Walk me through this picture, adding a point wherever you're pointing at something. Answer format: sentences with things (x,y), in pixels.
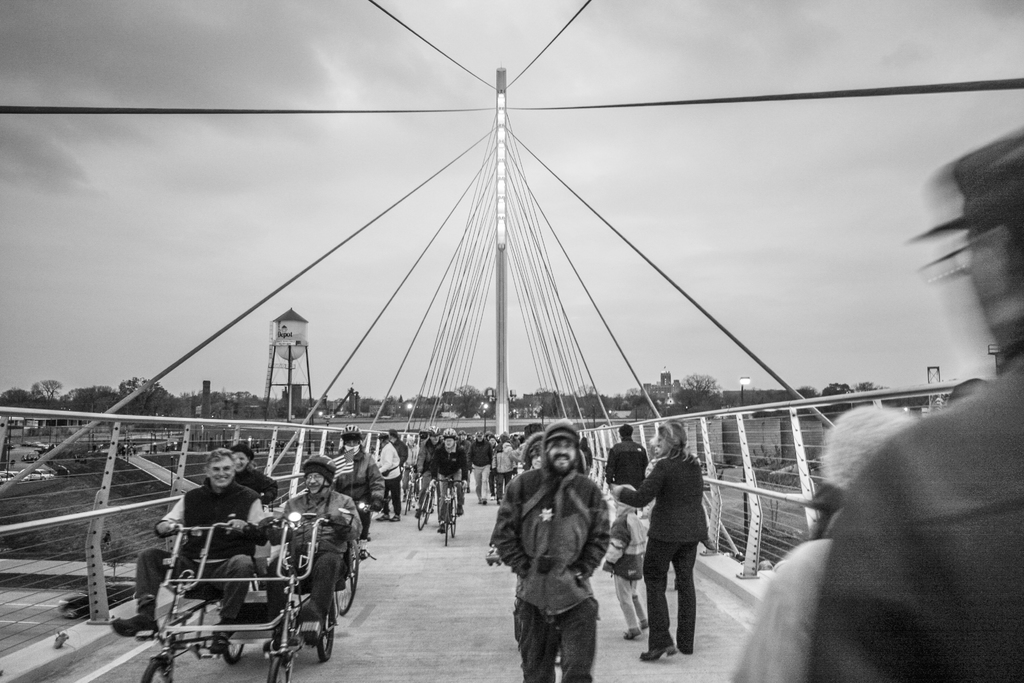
In this picture we can observe some people (523,578) walking on this bridge (486,599). We can observe a bridge (400,373) here. There are some people (420,475) cycling bicycles (220,563) on this bridge (400,534). There is a water tank (293,330) on the left side (271,348). In the background (264,415) there are trees (250,413) and a sky (237,184) with some clouds (171,50). This is a black and white image.
